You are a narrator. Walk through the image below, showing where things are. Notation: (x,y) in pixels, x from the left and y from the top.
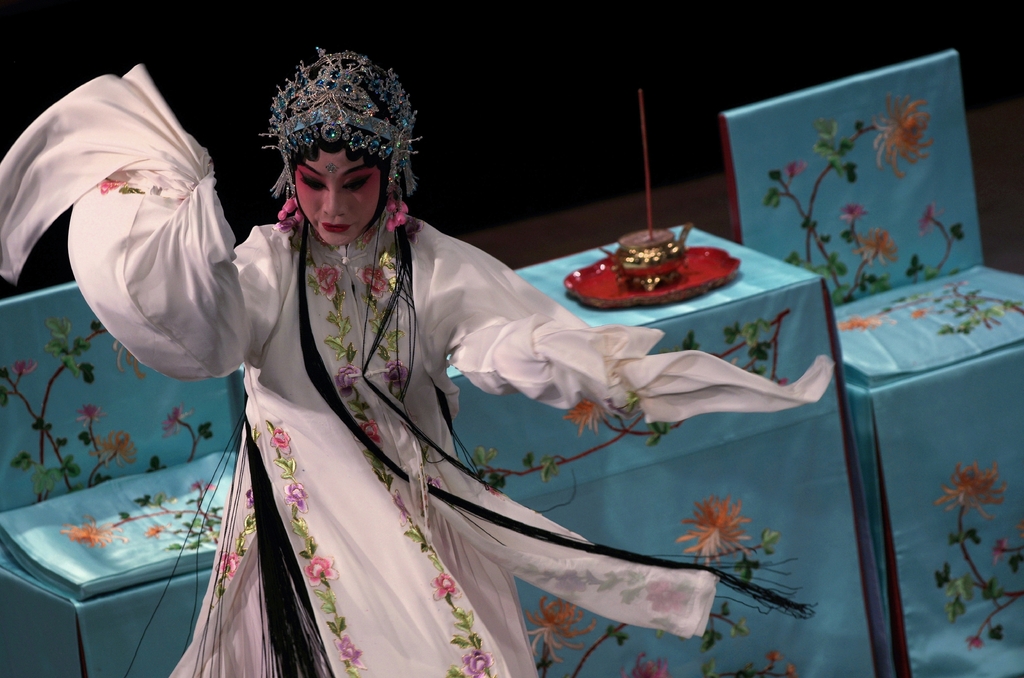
In this image there is a girl (368,468) in the middle (390,411) who is wearing the white dress (352,495). There is a painting (315,191) on the girls face (332,201). There are crown (323,112) on her head (357,201). In the background (149,402) there are sofas (157,455). In the middle (640,292) there is a plate (688,281) on the desk (740,322). In the plate (723,263) there is a dhoop stick (651,227).
